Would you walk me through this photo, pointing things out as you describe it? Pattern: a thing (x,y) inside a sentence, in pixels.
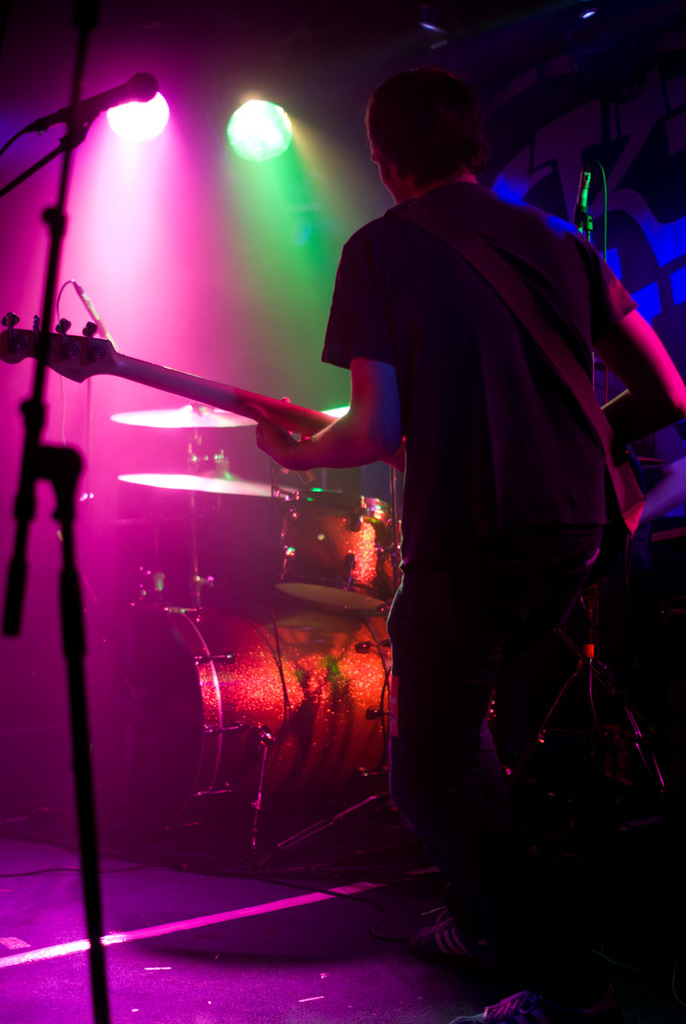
There is a man (442,180) standing and holding a guitar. We can see microphone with stand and musical instrument (229,692). In the background (282,148) we can see focusing lights (287,137).
